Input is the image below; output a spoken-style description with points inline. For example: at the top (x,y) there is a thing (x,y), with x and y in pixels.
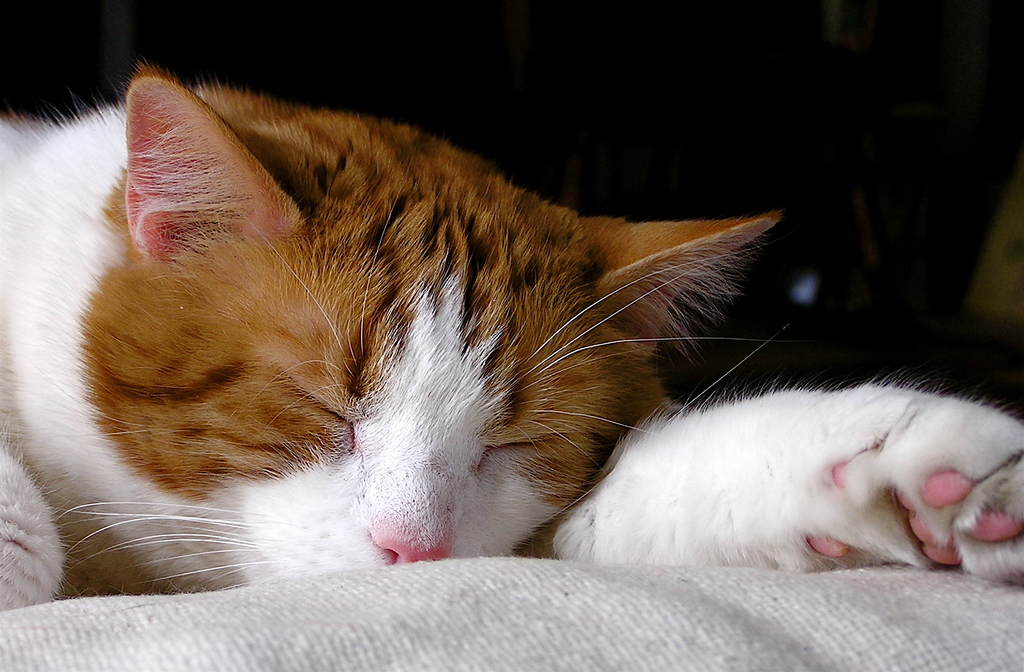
In this image there is a cat (581,434) sleeping on a surface (463,619), there is an object (499,582) truncated towards the bottom of the image (473,638), the background of the image (292,41) is dark.
